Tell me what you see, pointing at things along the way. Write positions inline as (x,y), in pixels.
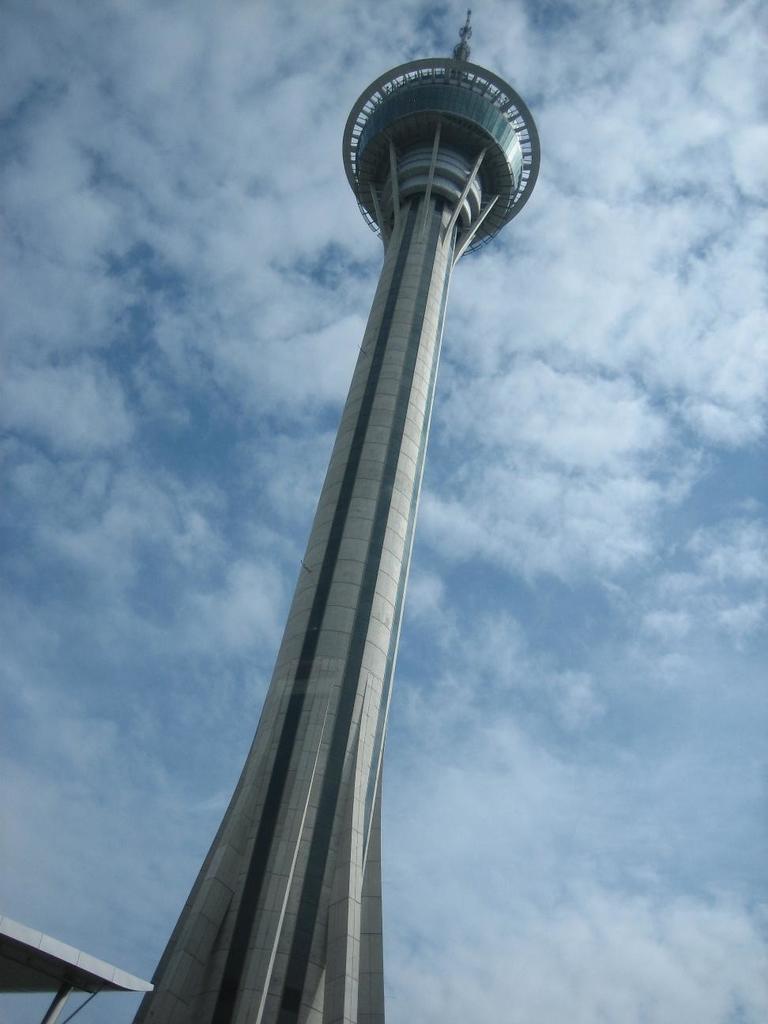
Here in this picture we can see a tower (200,909) present on the ground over there and we can see the sky (165,437) is full of clouds (339,344) over there.
